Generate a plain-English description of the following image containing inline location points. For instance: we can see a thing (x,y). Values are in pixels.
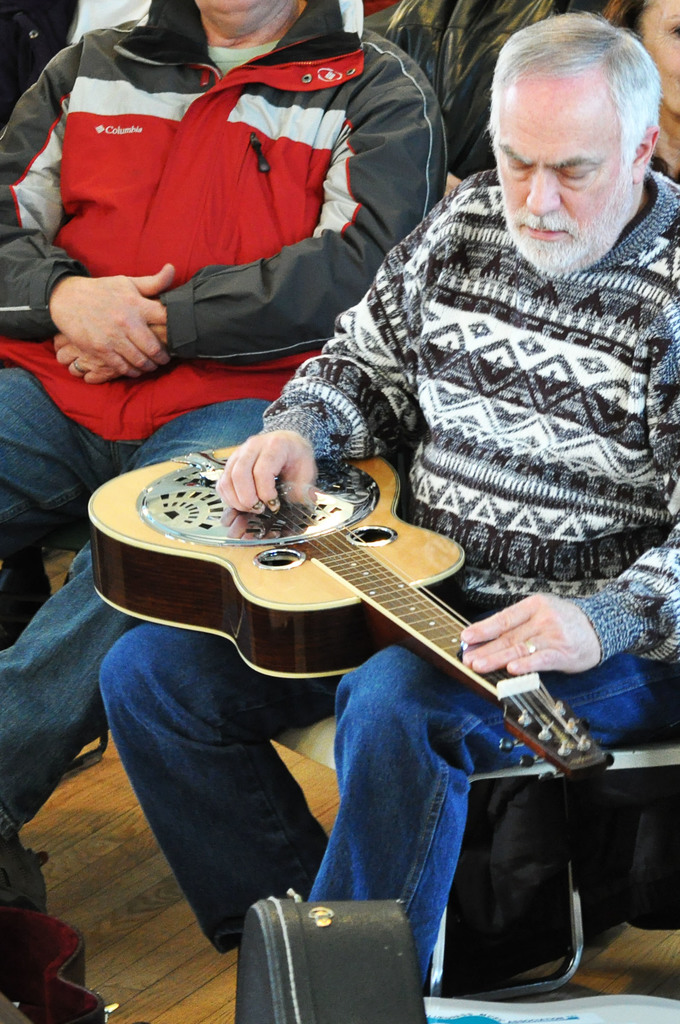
In the picture we can see a man (437,521) sitting and holding a guitar (237,638), he is with beard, and white hair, just beside to him there is another person (263,303) sitting and holding hands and the floor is wooden.
